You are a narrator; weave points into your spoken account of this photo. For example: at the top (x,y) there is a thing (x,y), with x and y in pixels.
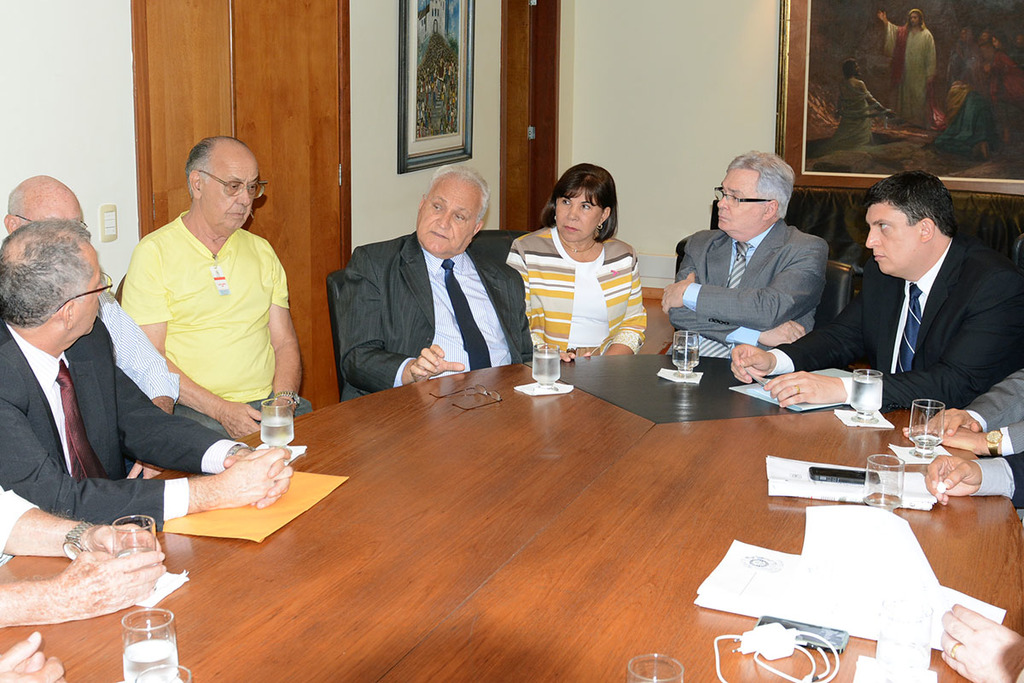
in the image we can see few persons (31,303) were sitting on the chair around the table (468,509). On table (493,497) there is a glass (925,607), papers (828,557), charger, phone (842,482) and glasses (444,392). In the background (507,57) there is a wall (17,58), photo frames (855,100), door (298,140) and switch board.
